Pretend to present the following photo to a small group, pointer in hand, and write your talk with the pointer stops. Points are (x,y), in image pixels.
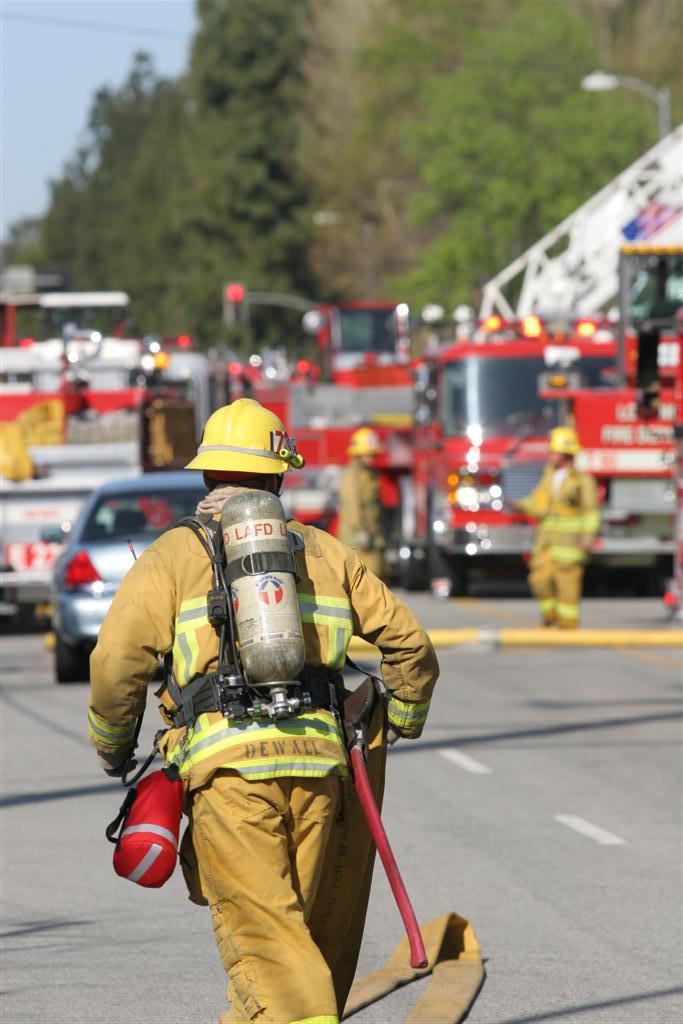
This is an outside view. In this image, I can see many vehicles (428,560) on the road (455,768) and few people (594,519) are wearing uniforms (309,570), helmets (202,466) on the heads (281,464) and standing. In the background (405,112) there are many trees (296,219). At the top (95,41), I can see the sky (45,59).
